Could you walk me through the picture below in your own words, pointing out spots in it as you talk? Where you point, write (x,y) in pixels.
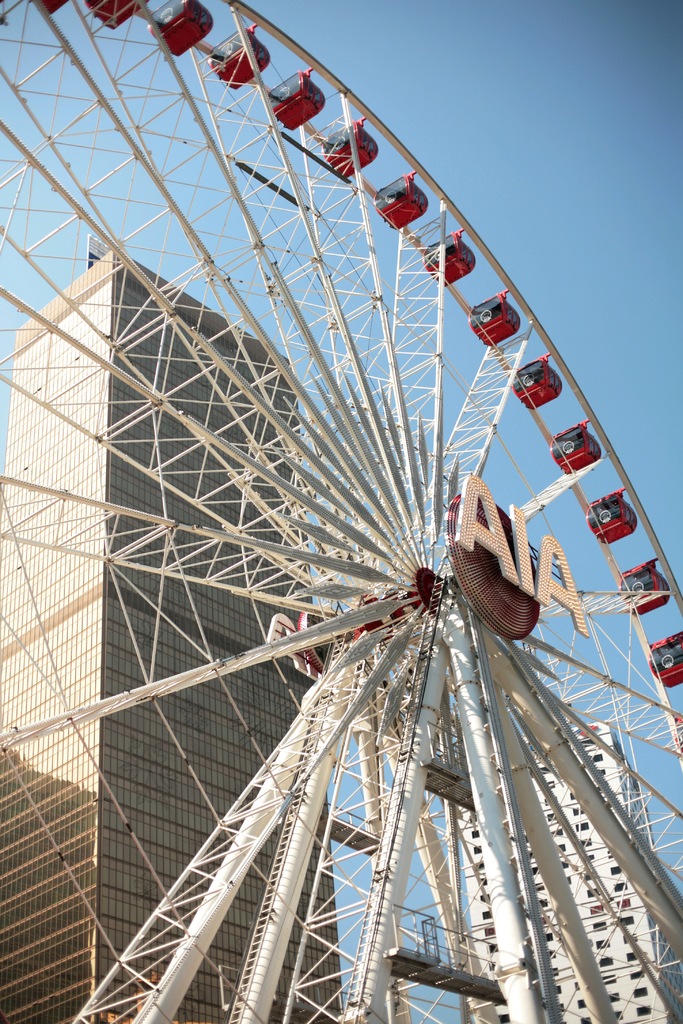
In this image there is a giant wheel (365,584). In the background (87,764) there is a building (89,620). At the top (579,103) there is sky (564,87). In the middle of the giant wheel (413,560) there is a hoarding (490,607).
